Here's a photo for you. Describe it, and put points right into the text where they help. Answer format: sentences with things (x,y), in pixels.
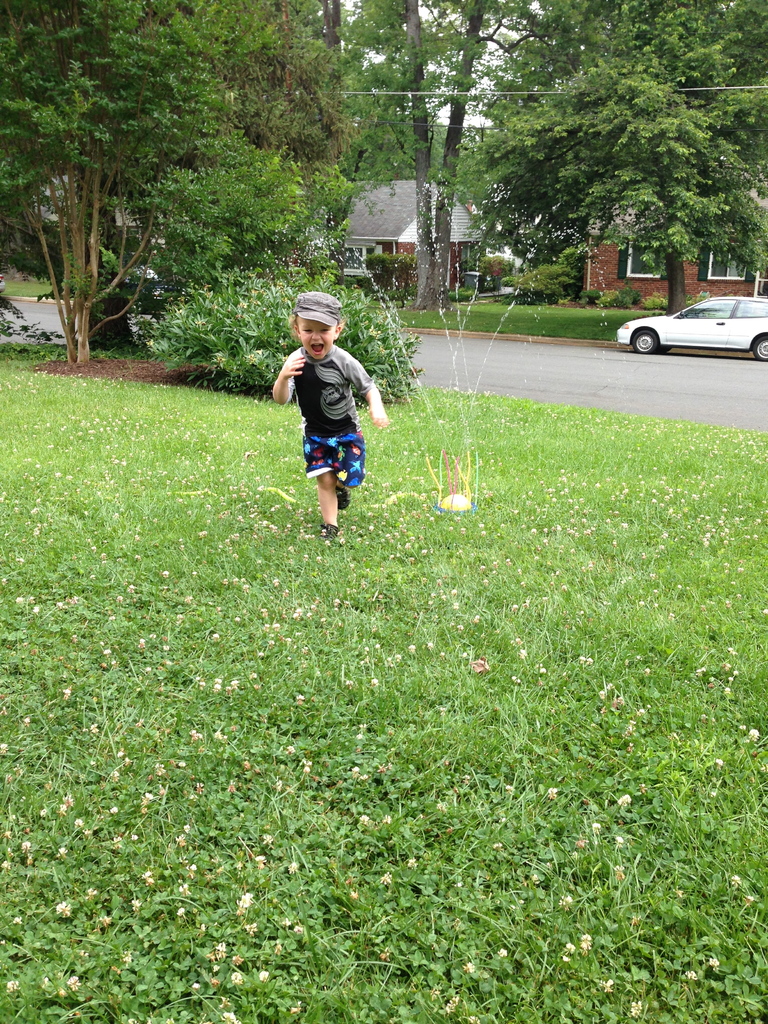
In the foreground of this image (687,491), on the grass (431,546), there is a boy (323,304) running and beside him, there is a water sprinkler (461,513) on the grass (427,469). In the background (395,379), there are plants (223,280), trees (283,134), houses (389,210), a vehicle (730,345) on the road (641,379) and the sky (438,116).
